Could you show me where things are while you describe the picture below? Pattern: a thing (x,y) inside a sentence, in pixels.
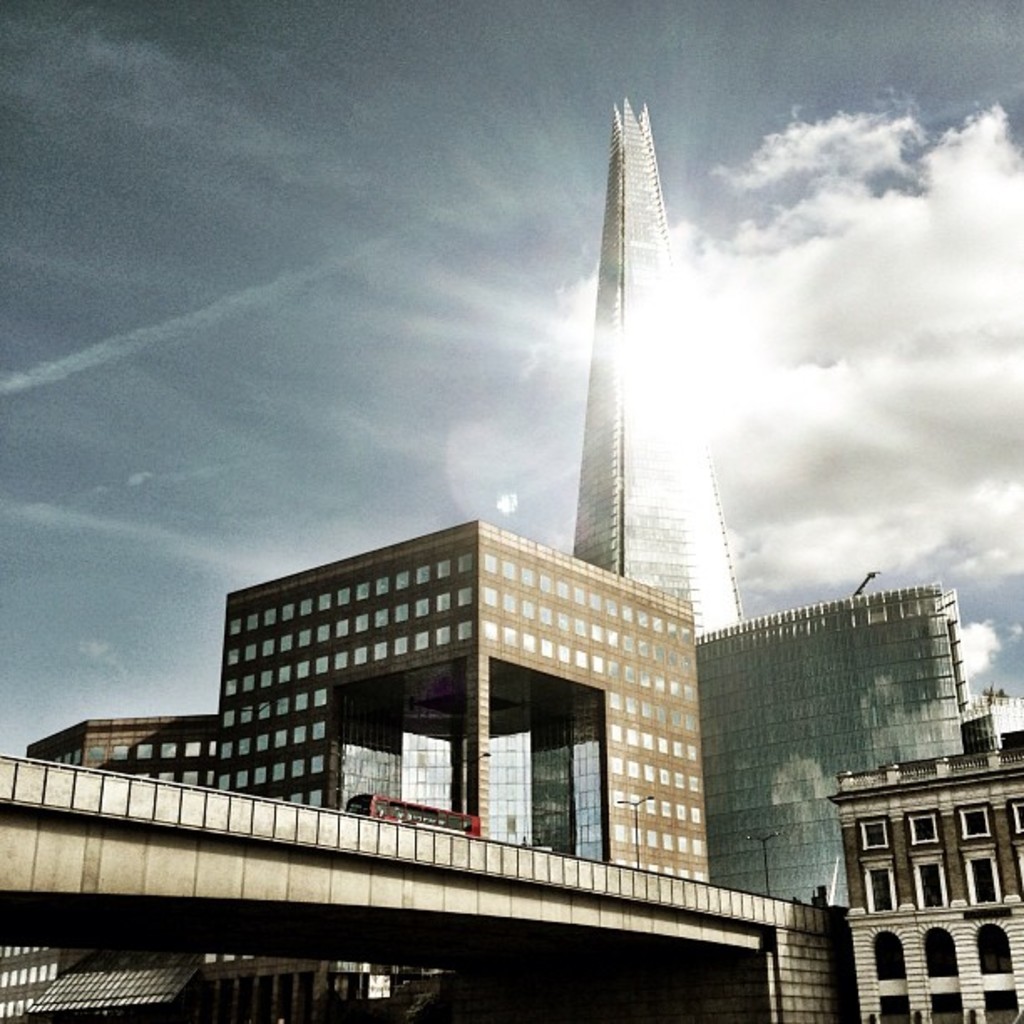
In the picture I can see the tower buildings (636,531) and a bridge construction (468,856). I can see a red color bus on the bridge (503,849). I can see the light poles (765,843) on the side of the road (769,896) on the bridge (396,847). There are clouds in the sky (301,330).
